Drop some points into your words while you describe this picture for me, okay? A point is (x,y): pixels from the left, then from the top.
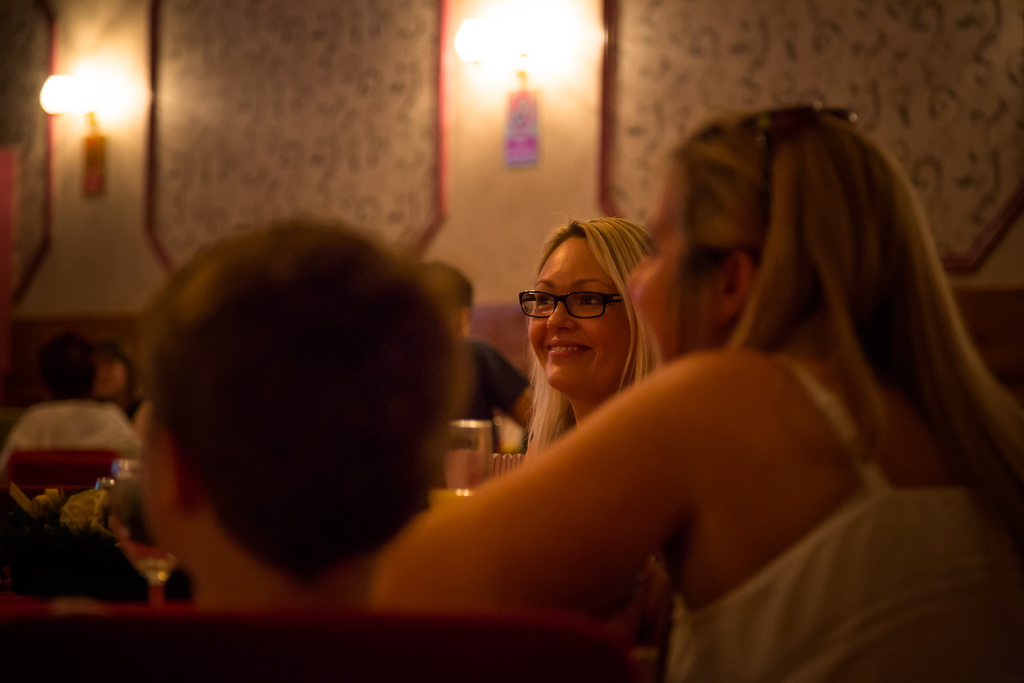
There are people (254,376) and we can see glasses (474,451). In the background (105,87) we can see lights (534,31), poster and wall (880,52).
